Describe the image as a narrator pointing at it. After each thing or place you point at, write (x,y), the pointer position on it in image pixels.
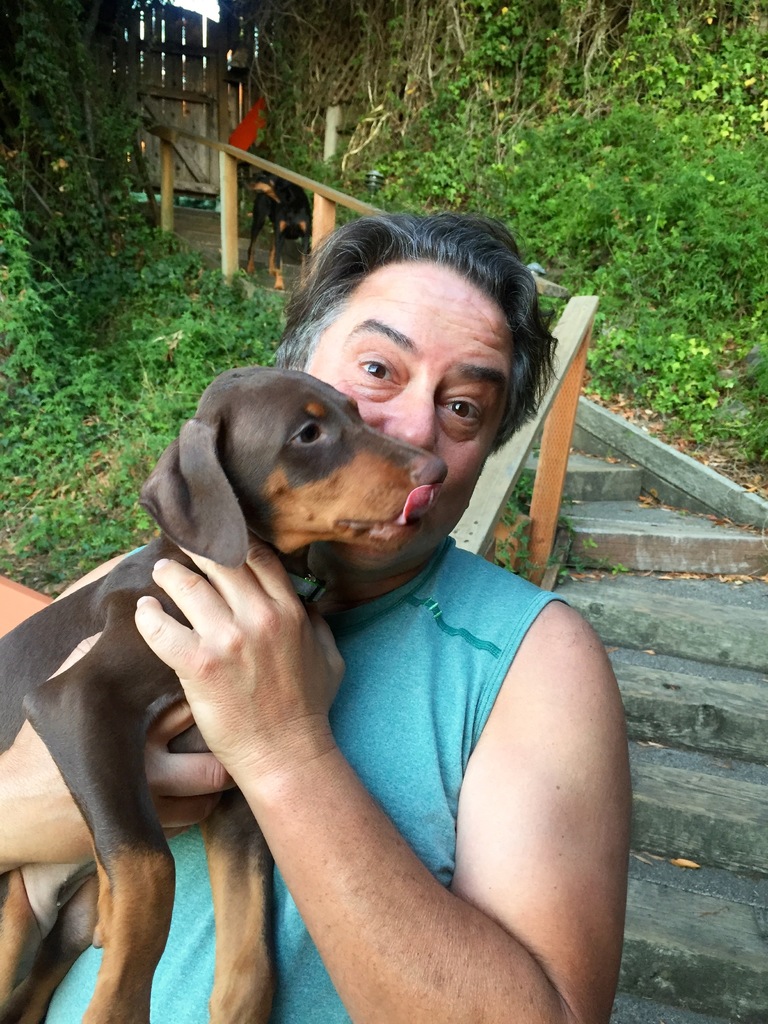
This picture shows a man (333,638) holding a dog (233,955) in his hands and we see stairs (670,909) and few plants (615,276) on the sides.
